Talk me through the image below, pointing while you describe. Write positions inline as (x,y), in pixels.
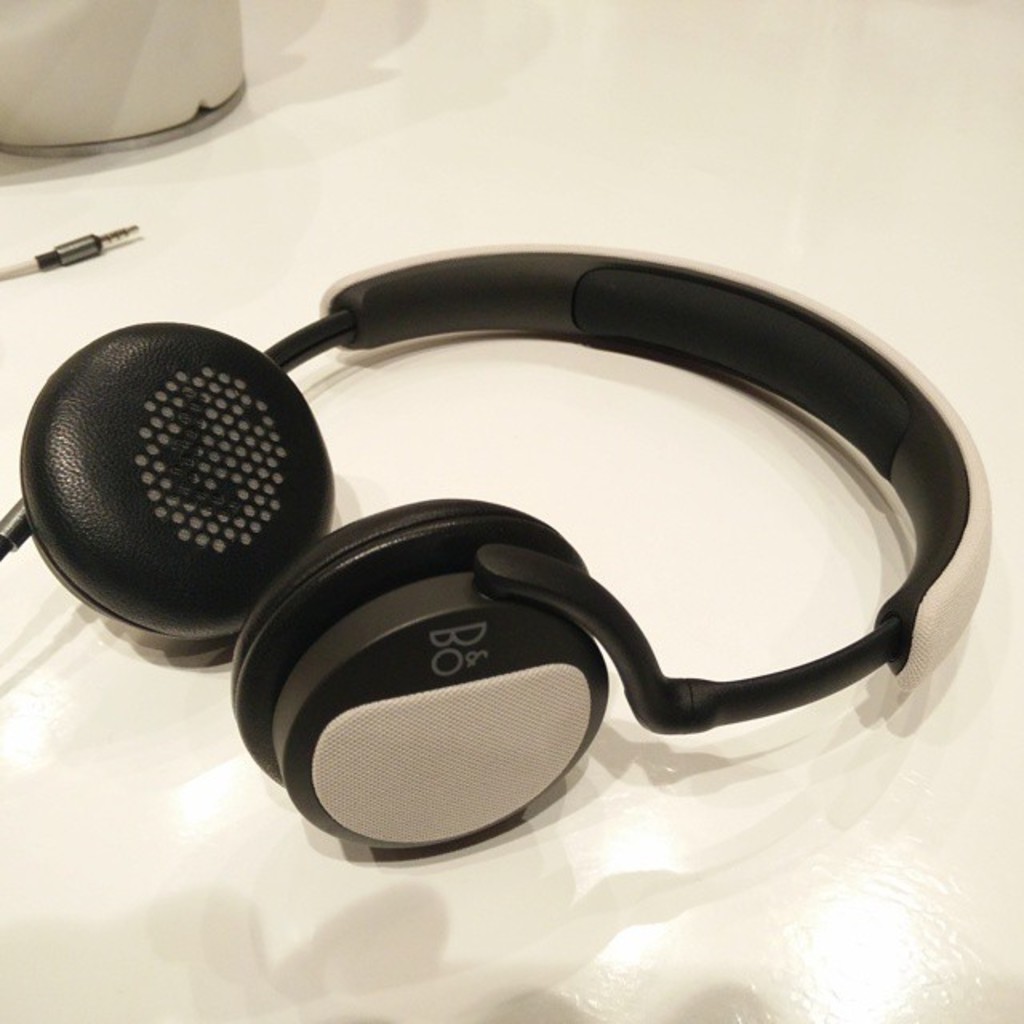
In this image I see a headphone (451,322) which is of white and black in color and I see the wire (68,252) over here and I see a white color thing (120,78) over here and these both are on the white surface (458,173).
